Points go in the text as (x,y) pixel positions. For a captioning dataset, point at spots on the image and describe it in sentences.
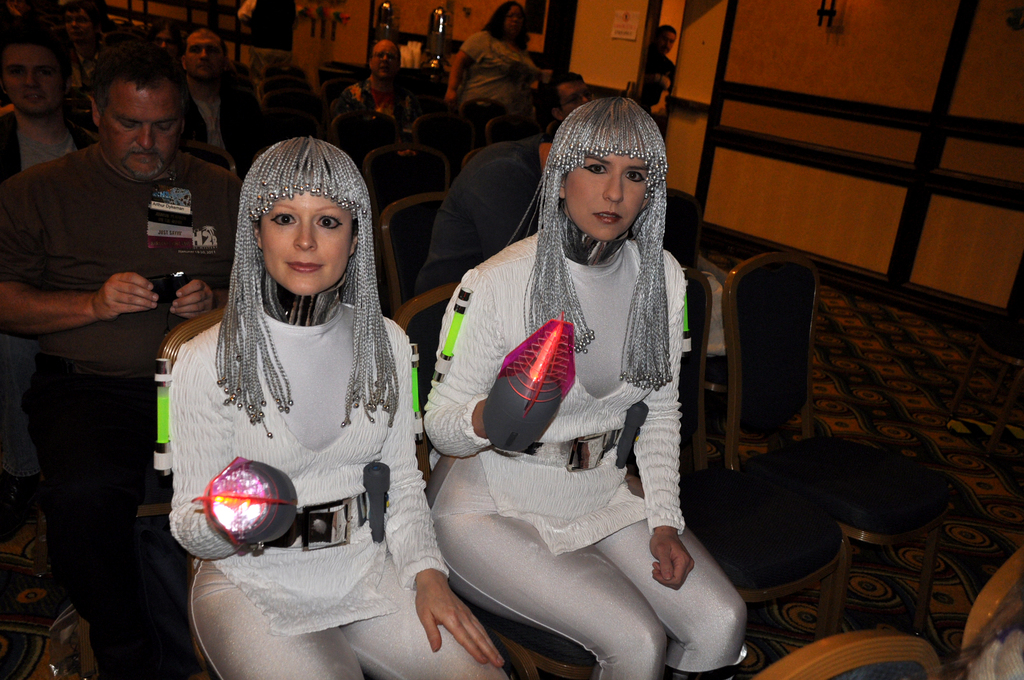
People (575,475) are sitting on chairs (765,414). Floor (912,418) with carpet (909,410). This man (151,287) is holding an object (154,290). Far this woman (478,74) is standing.
